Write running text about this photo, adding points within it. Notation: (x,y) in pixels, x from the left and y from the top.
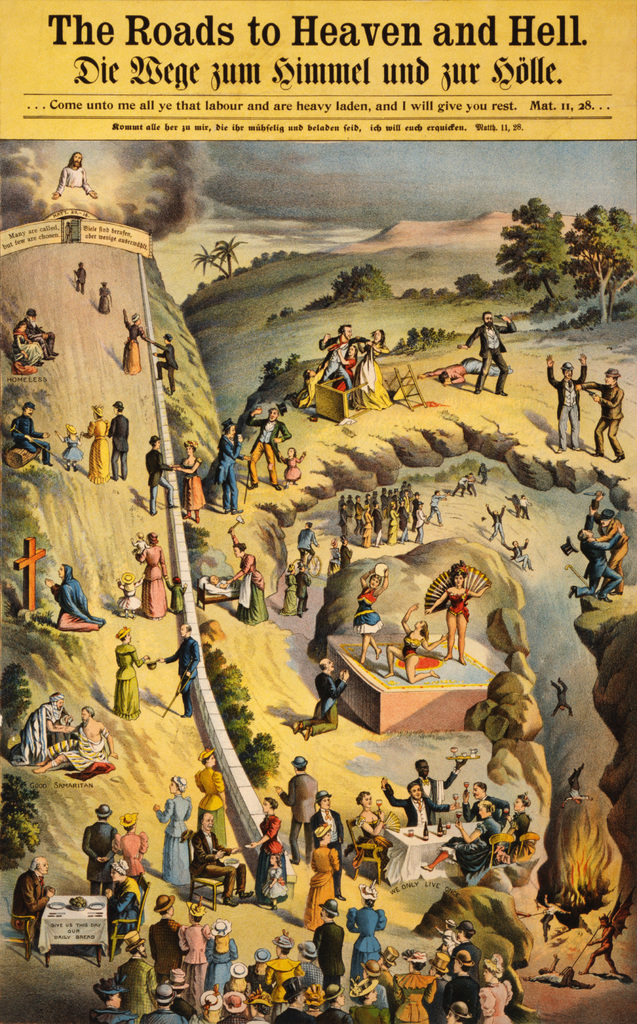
In this image there is an article (282,317). In the article (284,555) we can see that there are so many people (300,793) standing on the ground (284,747). while some people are dancing. In the background (579,246) there are trees (364,277). On the left side (46,901) bottom there are two persons (44,899) sitting around the table (69,915) in the chairs (120,938).
